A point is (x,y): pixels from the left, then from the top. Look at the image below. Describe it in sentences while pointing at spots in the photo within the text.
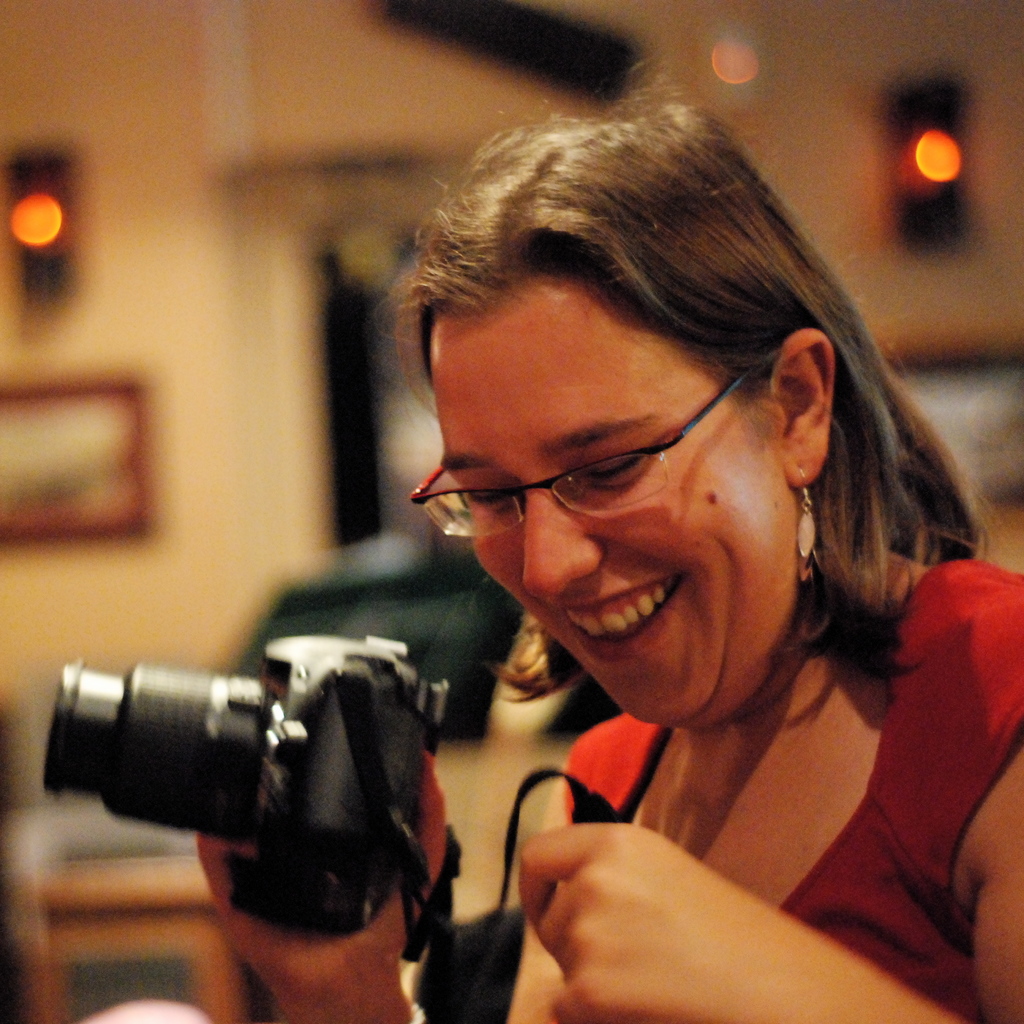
As we can see in the image in the front (648,572) there is a woman (700,584) holding camera (327,768). In the background (269,503) there is a wall (269,295) and lights (43,206).
